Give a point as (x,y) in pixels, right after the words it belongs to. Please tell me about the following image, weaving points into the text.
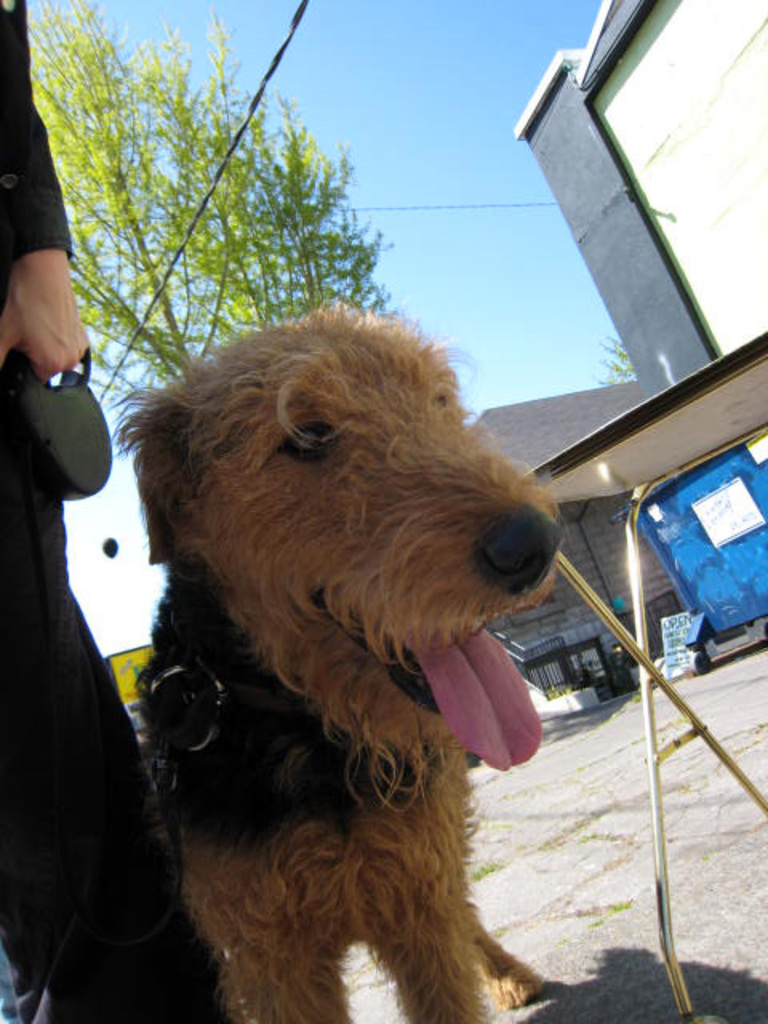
In this image we can see a dog (491,471), a table (609,442), houses (730,87), trees (233,206), wires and also some person (19,631) standing on the path (751,816). We can also see the sky (117,534).
